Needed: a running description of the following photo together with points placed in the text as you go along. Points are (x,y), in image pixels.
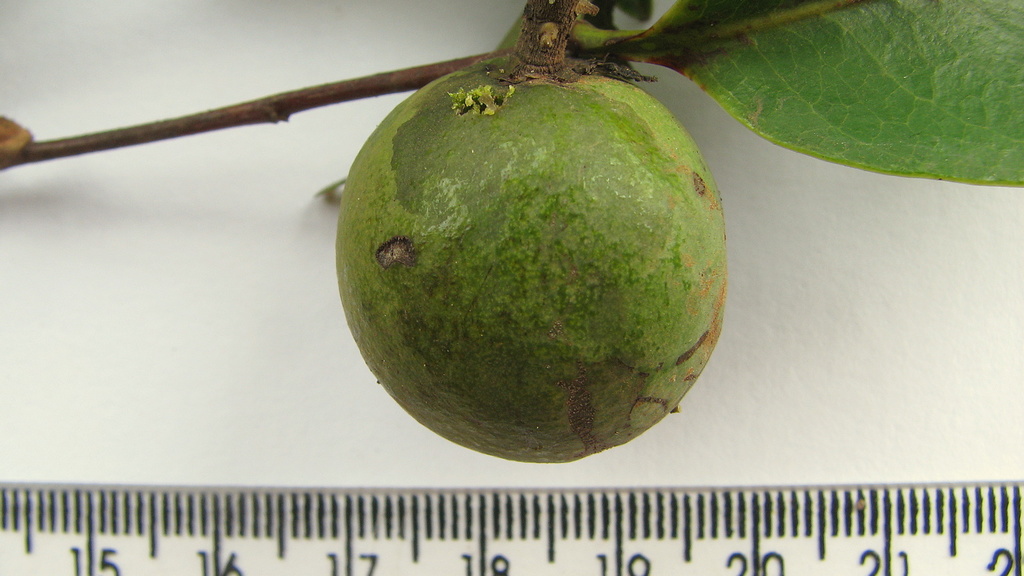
In the picture we can see a guava fruit (457,332) to the stem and a leaf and under it we can see a scale (1003,498) with readings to it.
